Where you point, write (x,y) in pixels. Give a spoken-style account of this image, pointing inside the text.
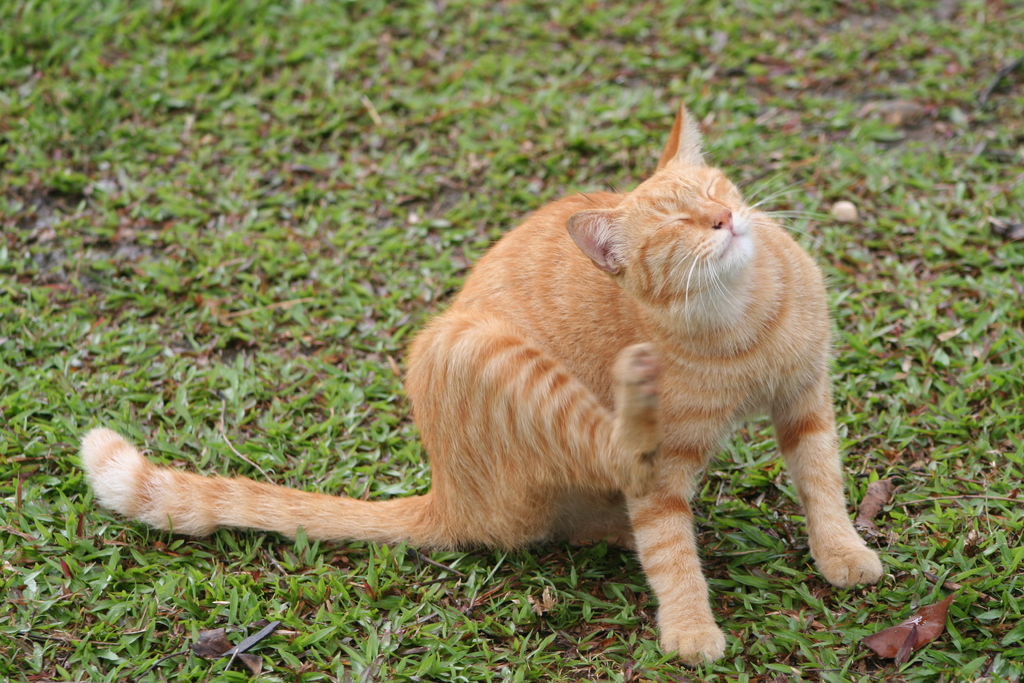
It is a cat (653,380) and this is the grass (288,167).
